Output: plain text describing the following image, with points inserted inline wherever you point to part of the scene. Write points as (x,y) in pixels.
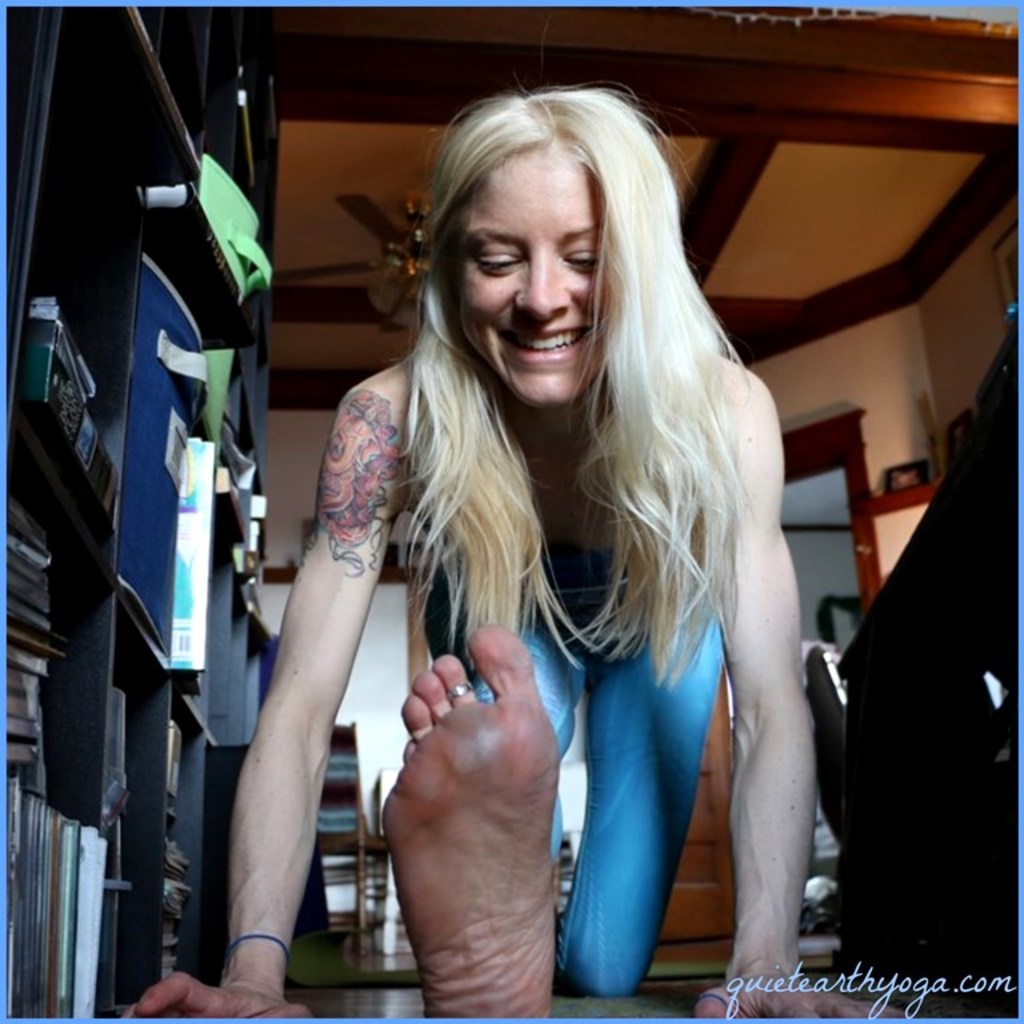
This is the picture of a room (368,21). In this image there is a woman (644,376) sitting on knees (610,934) and she is smiling. On the left side of the image (214,169) there are books (92,436) and objects (182,200) in the cupboard (132,160). On the right side of the image (973,801) there is a table (856,940). At the back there is a chair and door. At the top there is fan (383,292) and there are frames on the wall (798,394). At the bottom (687,964) there are mats (982,1002).
